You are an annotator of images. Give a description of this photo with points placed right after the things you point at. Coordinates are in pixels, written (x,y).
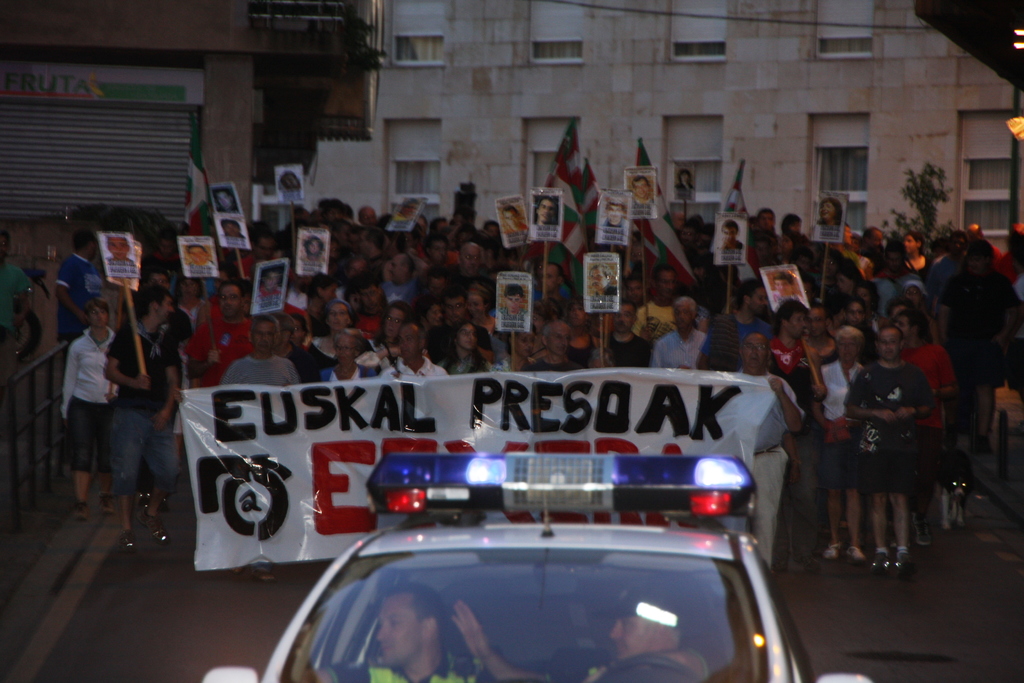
In this image I can see a car (361,570) and two men (409,606) in it. In the background (100,286) I can see number of people (630,359) with posters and a banner (234,395). In the background (633,98) I can see a building (322,117).
